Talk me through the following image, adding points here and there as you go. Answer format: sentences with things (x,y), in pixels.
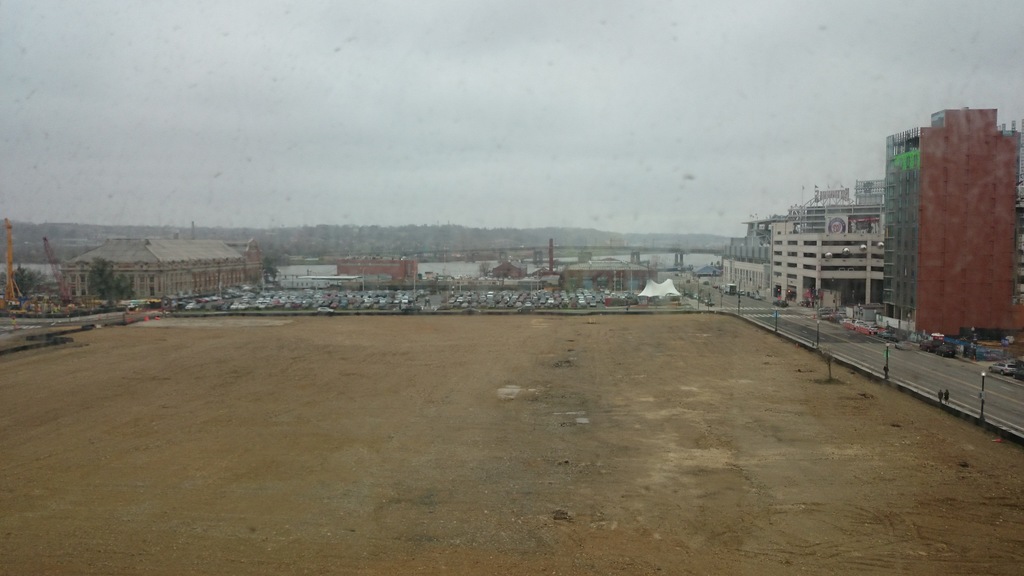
In this image we can see vast land (826,369). Right side of the image (850,337) road (912,362), fencing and buildings (839,273) are there. Background of the image (572,300) cars (228,293) are parked, cranes (10,267) are there and we can see buildings (631,281) also. At the top of the image (165,39) sky (910,83) is there.
